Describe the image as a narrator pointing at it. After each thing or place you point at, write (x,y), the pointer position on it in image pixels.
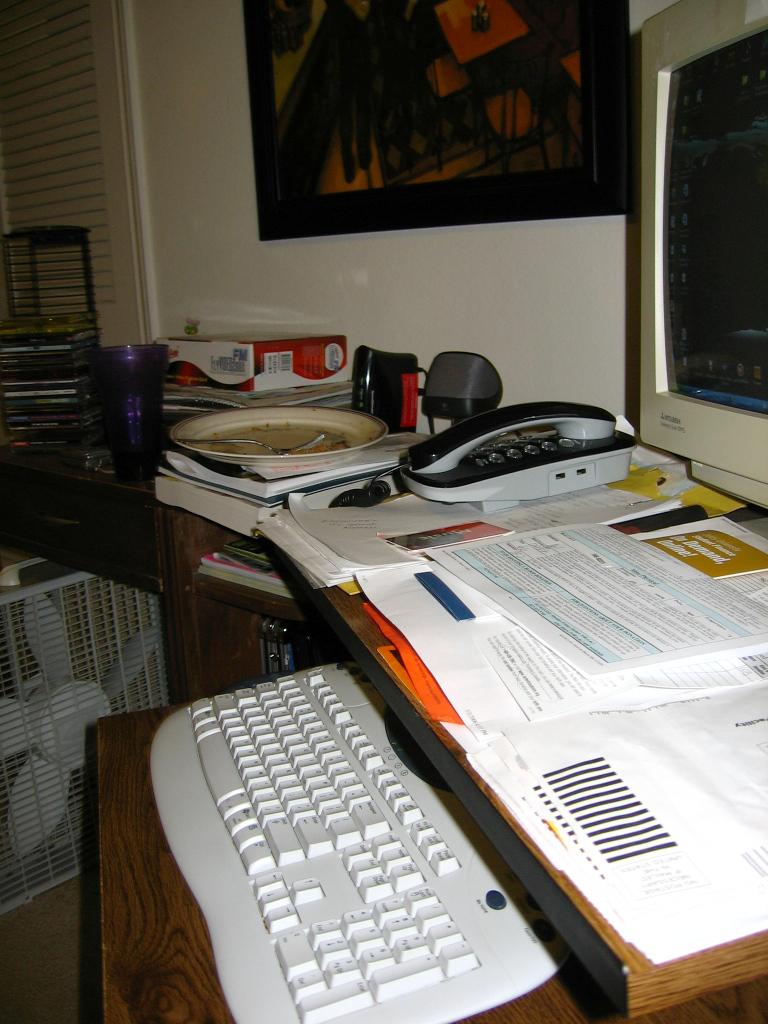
This is a wooden table (228,604) where a computer (708,468), a keyboard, a telephone (499,494), books (214,480) and these papers (574,671) are kept on this. Here we can see a cooler (158,697).
